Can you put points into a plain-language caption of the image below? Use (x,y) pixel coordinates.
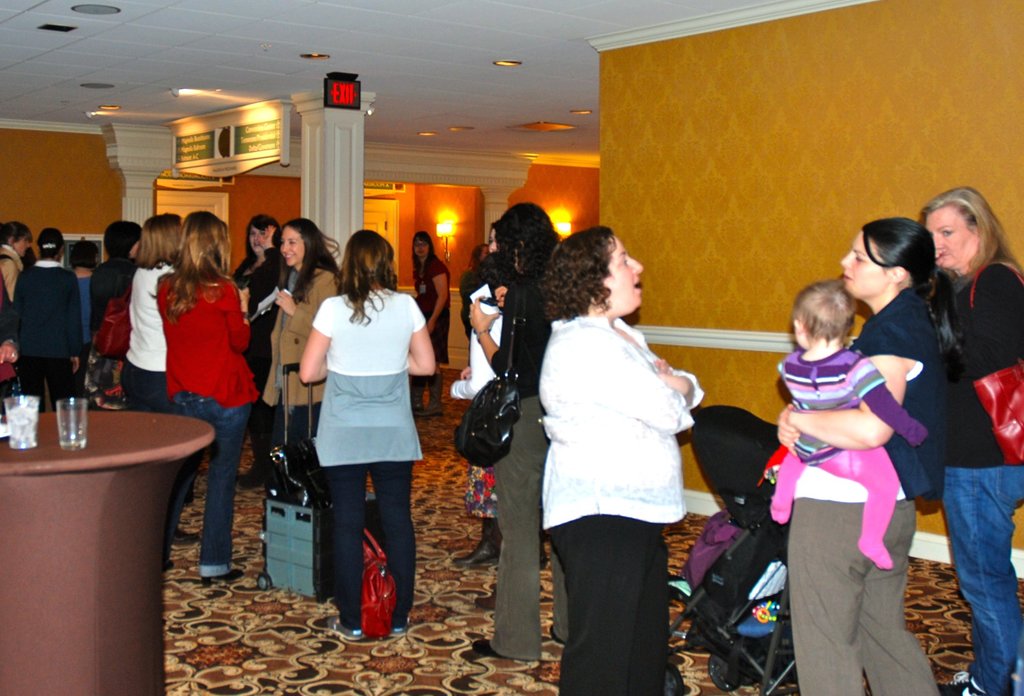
In this image there are group of women (443,340) standing on the floor (451,573). At the top (396,137) there is ceiling (403,85) with the lights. On the left side (105,478) there is a table (95,471) on which there are two glasses (75,438). On the floor (281,607) there are bags (289,560). In the middle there is a pillar (331,157). Beside the pillar (322,169) there is a board (203,153) attached to the ceiling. On the right side (724,543) there is a stroller (724,552) on the floor (701,658).
